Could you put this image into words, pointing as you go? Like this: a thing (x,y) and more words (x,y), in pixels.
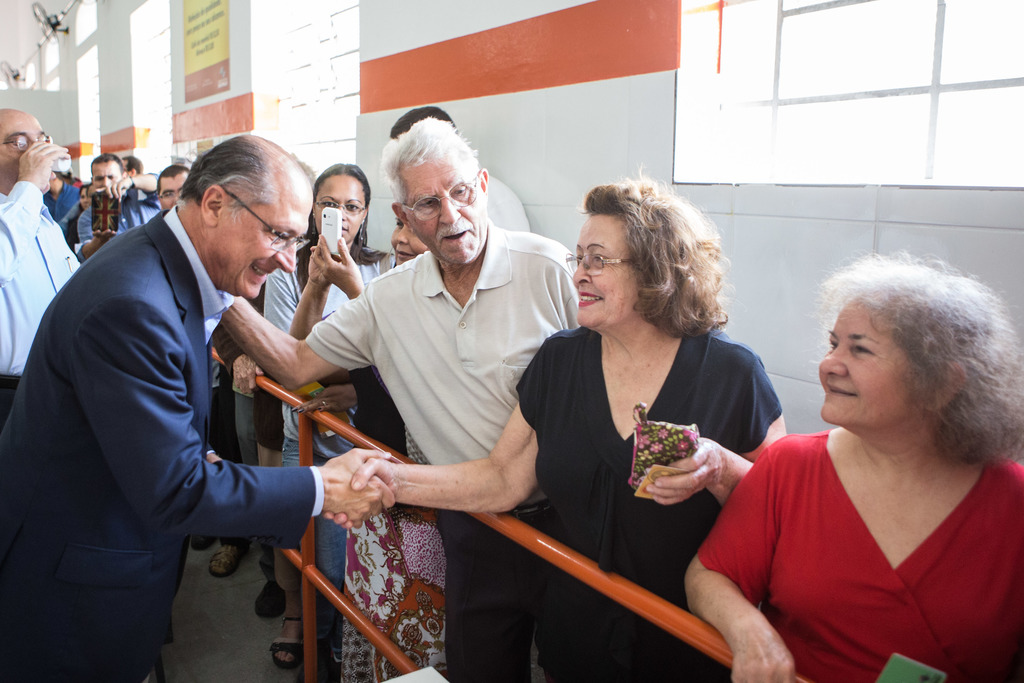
The man (203,408) on the left side (203,408) who is wearing a blue blazer (146,460) is shaking his hand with the woman (600,418) who is wearing a black dress (613,463). Both of them are smiling. She is holding a wallet (663,465) in her hand (672,492). Beside her, we see an orange color railing (612,588). Behind her, we see many people (408,282) are standing in the line (427,343). The woman (351,238) behind them is holding the mobile phone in her hands (329,276). She might be clicking the photo on the phone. On the left side (51,258), the man (41,276) in the blue shirt (43,266) is drinking water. In the background (334,138), we see a white wall (523,130) and windows (323,67). We even see a yellow poster (209,58) is pasted on the wall (215,115).
